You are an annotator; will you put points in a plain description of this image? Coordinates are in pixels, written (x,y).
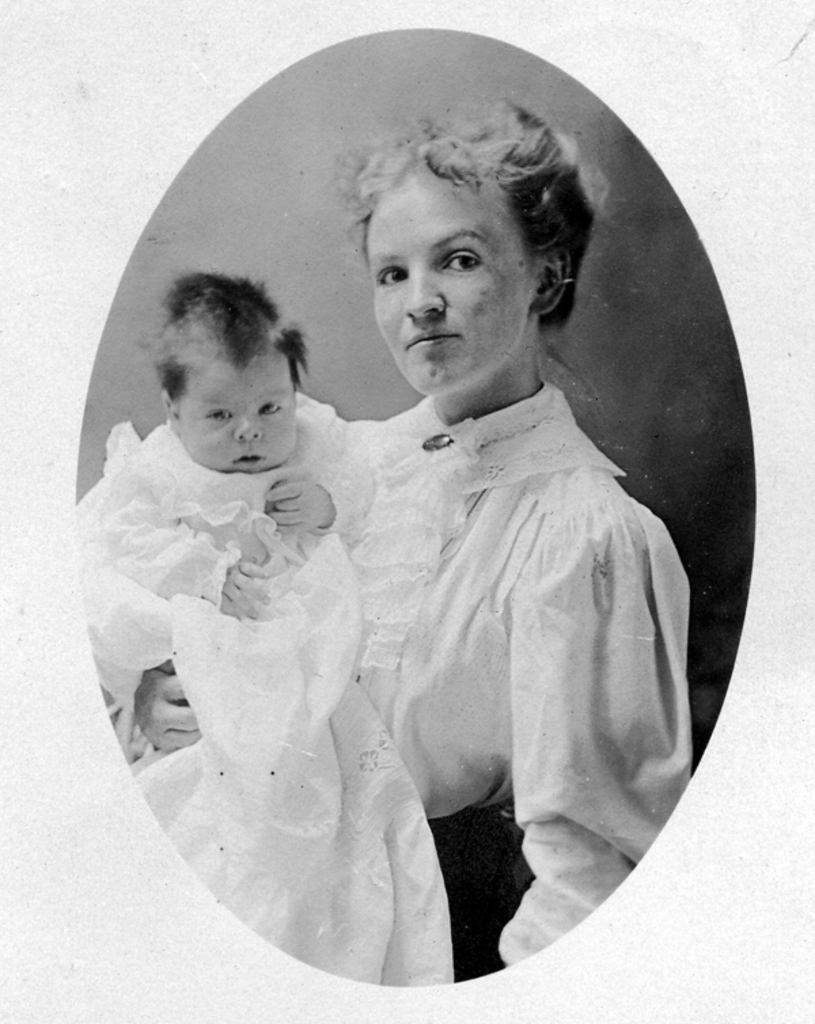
In the image there is an oval shape frame (594,970). Inside the frame (581,970) to the right side (550,406) there is a lady (456,366) with white dress (496,611) is standing and holding the baby (231,533) in her hands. The baby (186,523) is wearing white dress (312,422). Behind them there is a black color background (275,279).
